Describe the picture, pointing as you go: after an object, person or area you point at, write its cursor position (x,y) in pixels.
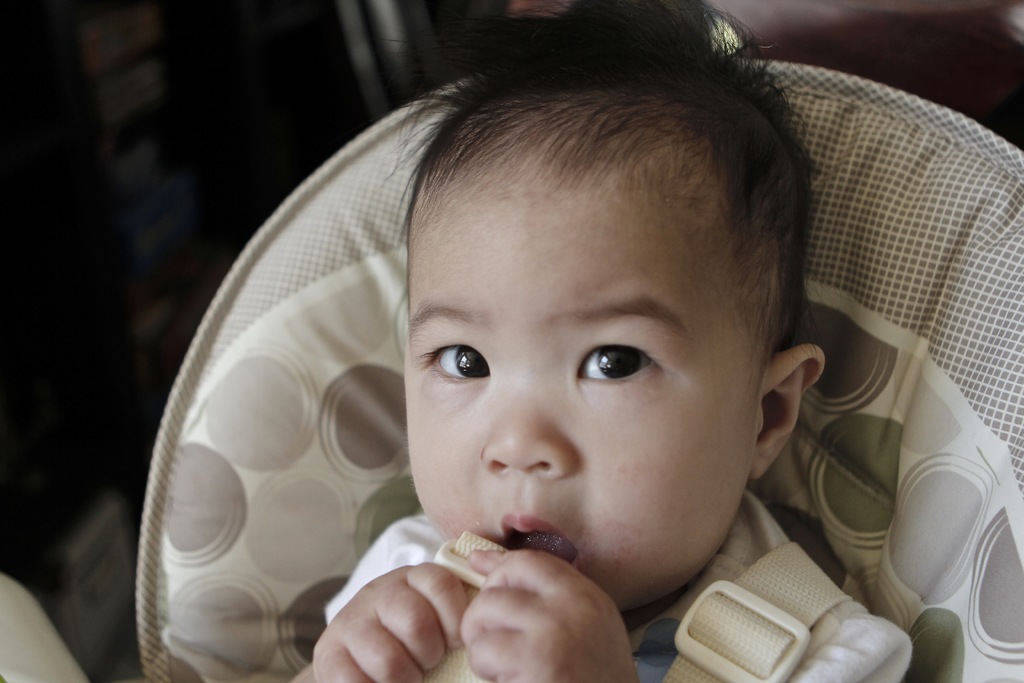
As we can see in the image in the front (407,560) there is a boy (623,421) wearing white color and the background (3,112) is dark.
